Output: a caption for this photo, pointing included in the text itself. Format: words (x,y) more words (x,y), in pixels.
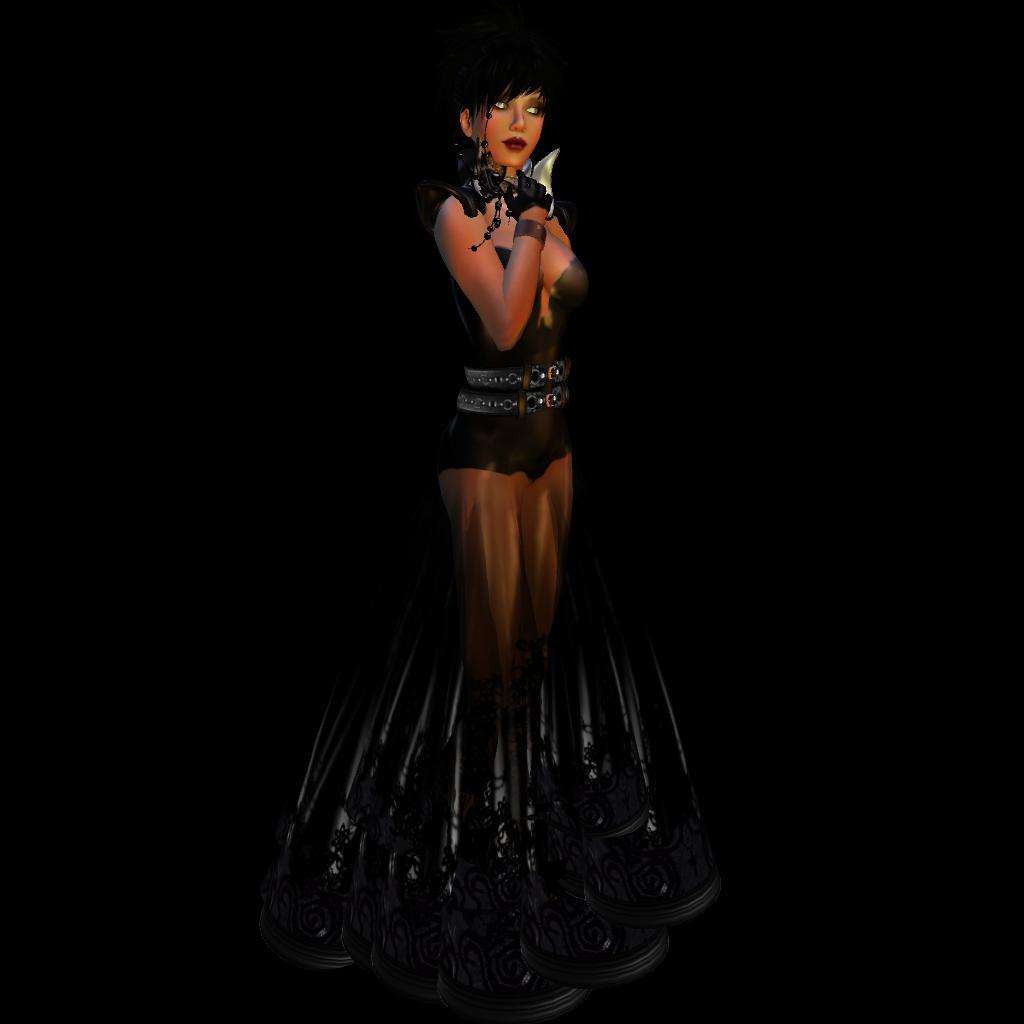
It is an edited image. In this image we can see a woman (492,694) standing and the background (15,636) is in black color.
